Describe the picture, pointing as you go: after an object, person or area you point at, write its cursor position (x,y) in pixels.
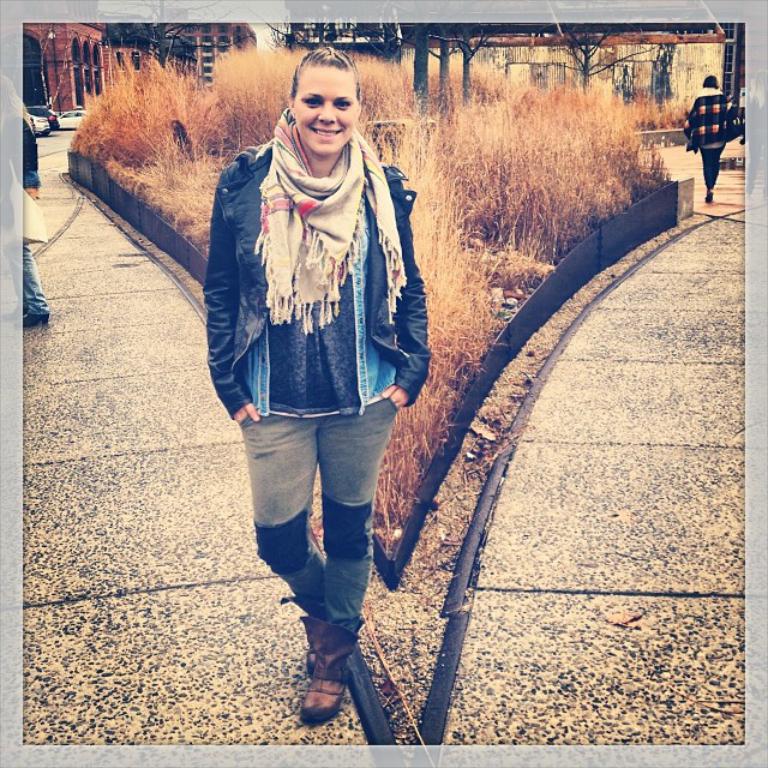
In this image in the front (306,354) there is a woman (313,411) standing and smiling. In the center (441,323) there is dry grass (529,152) and in the background (115,31) there are buildings (63,51), cars (45,119) and there are persons (705,114).
